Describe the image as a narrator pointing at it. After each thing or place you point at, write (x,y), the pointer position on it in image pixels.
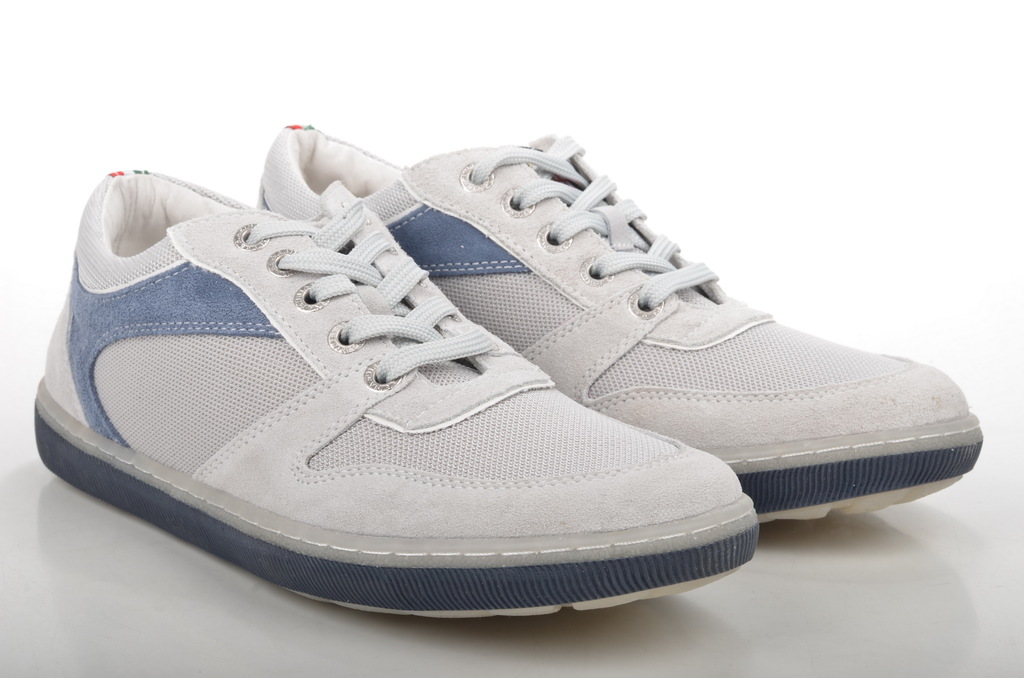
In this image we can see white shoes (411,480) on a white surface (697,612).
